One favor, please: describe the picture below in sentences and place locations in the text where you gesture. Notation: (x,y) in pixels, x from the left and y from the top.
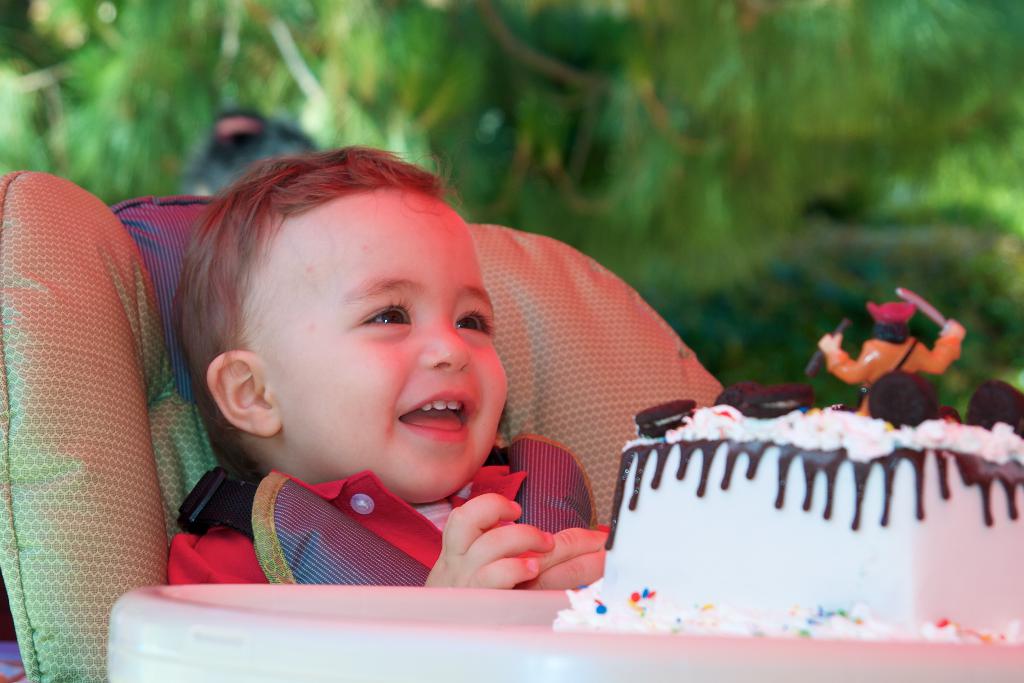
Here I can see a baby (481,384) is sitting on the chair (76,546). In front of this baby (445,423) there is a tray (505,652) on which I can see a cake (770,527). The baby (331,480) is smiling by looking at the right side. In the background (713,117) there are some trees (655,43).
